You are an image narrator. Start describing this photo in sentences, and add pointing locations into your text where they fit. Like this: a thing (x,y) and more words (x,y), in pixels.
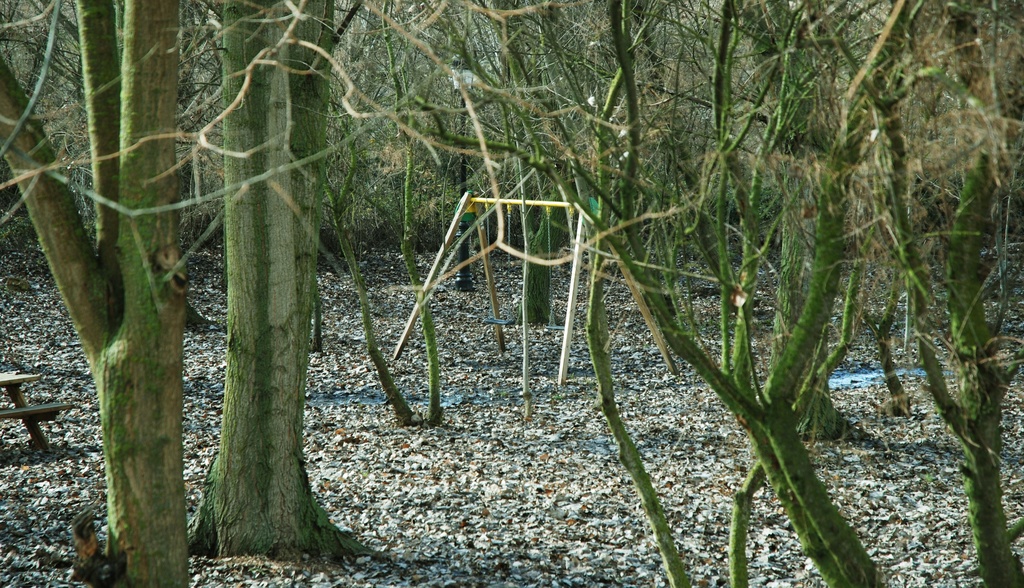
In this image, we can see there is a pole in the middle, and trees (758,154) are surrounded.
